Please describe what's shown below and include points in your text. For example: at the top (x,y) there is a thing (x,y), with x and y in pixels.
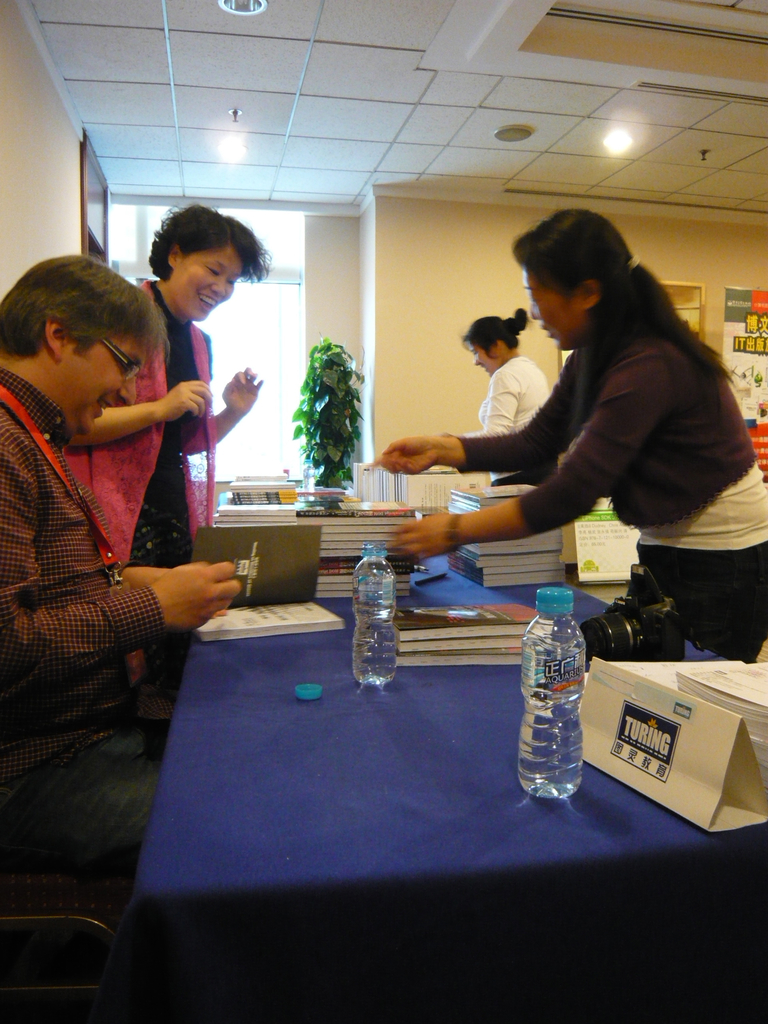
In this image i can see three women (583,494) standing and a man (75,579) sitting on a chair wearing the badge (99,548), there are two bottles (387,624) some books (503,626) on the table (395,801), at the back ground (328,416) i can see a plant (336,410), a wall (418,375), a frame (83,212) attached to a wall (72,208), at the top i can see a light (231,157).
